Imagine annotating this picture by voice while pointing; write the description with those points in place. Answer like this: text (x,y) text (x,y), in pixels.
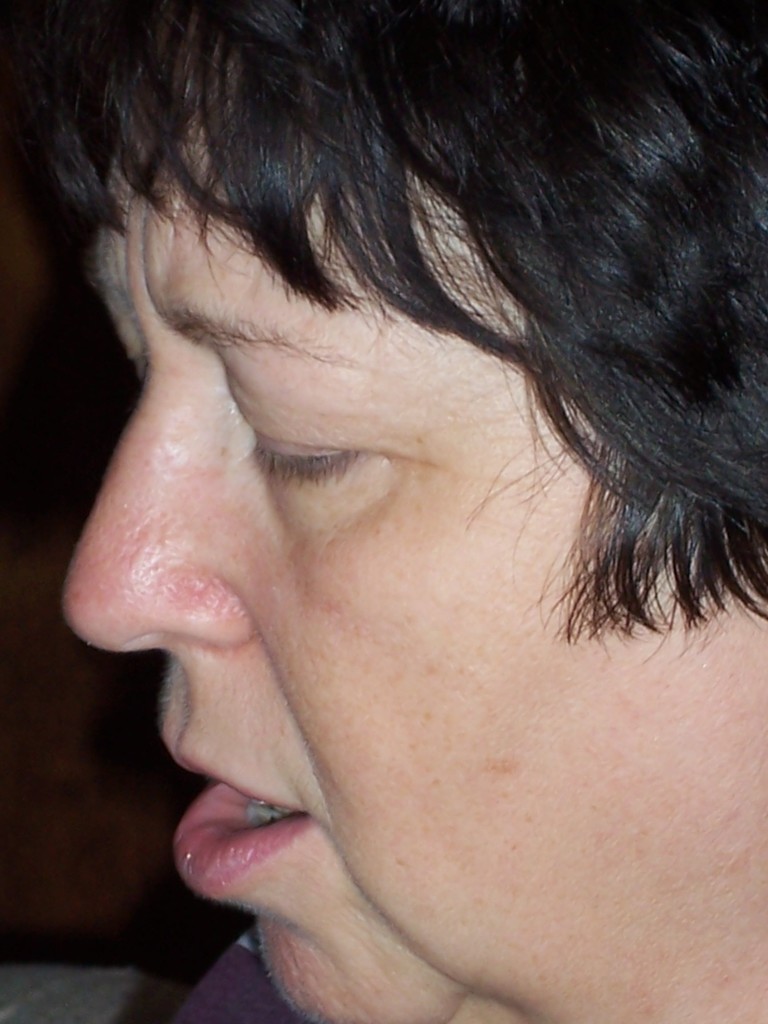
In this image I can see there is a face (338,443) of a person (433,372) and the backdrop of the image (64,784) is dark.
